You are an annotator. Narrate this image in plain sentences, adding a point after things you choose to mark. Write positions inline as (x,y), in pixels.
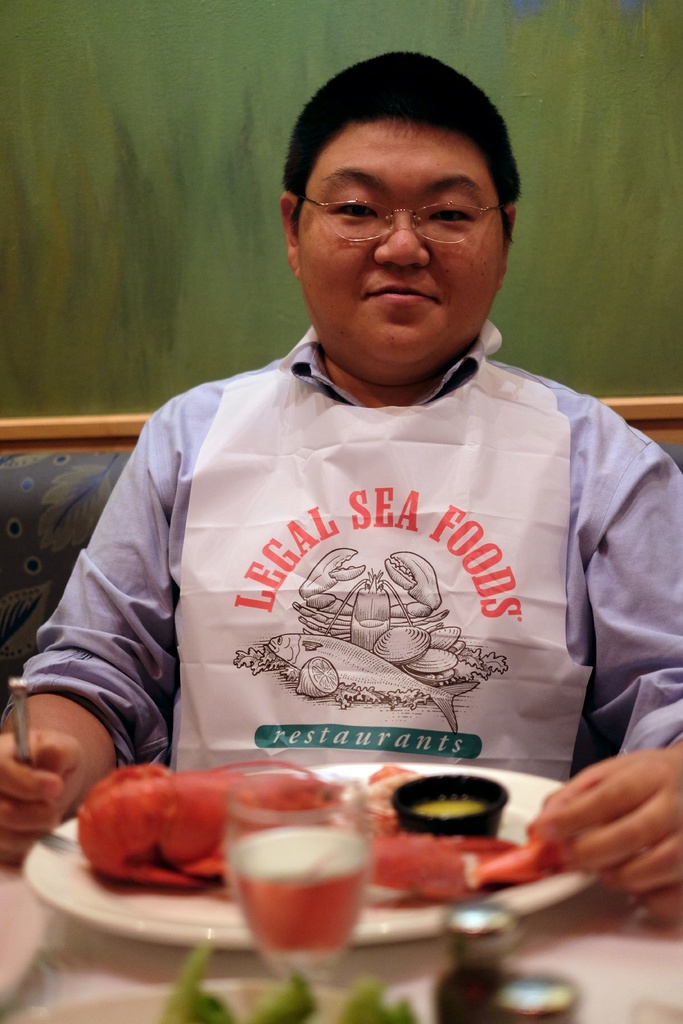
In the picture we can see a man (281,604) sitting on the chair (15,601) near the table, on it we can see a plate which is white in color with some food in it and beside the plate (343,770) we can see a glass of drink (343,851) in it and in the background (20,253) we can see a wall (274,169) which is green in color.
